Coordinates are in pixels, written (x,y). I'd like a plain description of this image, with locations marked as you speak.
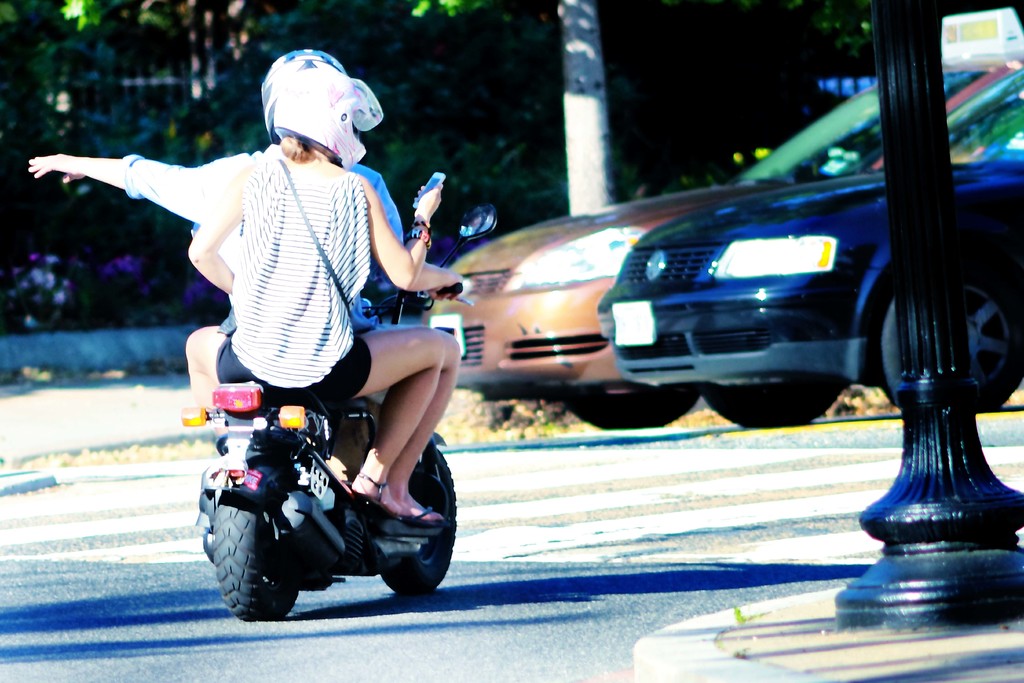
This is the picture on the road (603,467). There is a person (269,155) riding the motor bike (442,463) and there is other person (299,246) sitting and holding phone (438,182). At the back (681,264) there are two cars (688,286), and tree (487,64), at the front (685,671) there is a footpath (940,652).
